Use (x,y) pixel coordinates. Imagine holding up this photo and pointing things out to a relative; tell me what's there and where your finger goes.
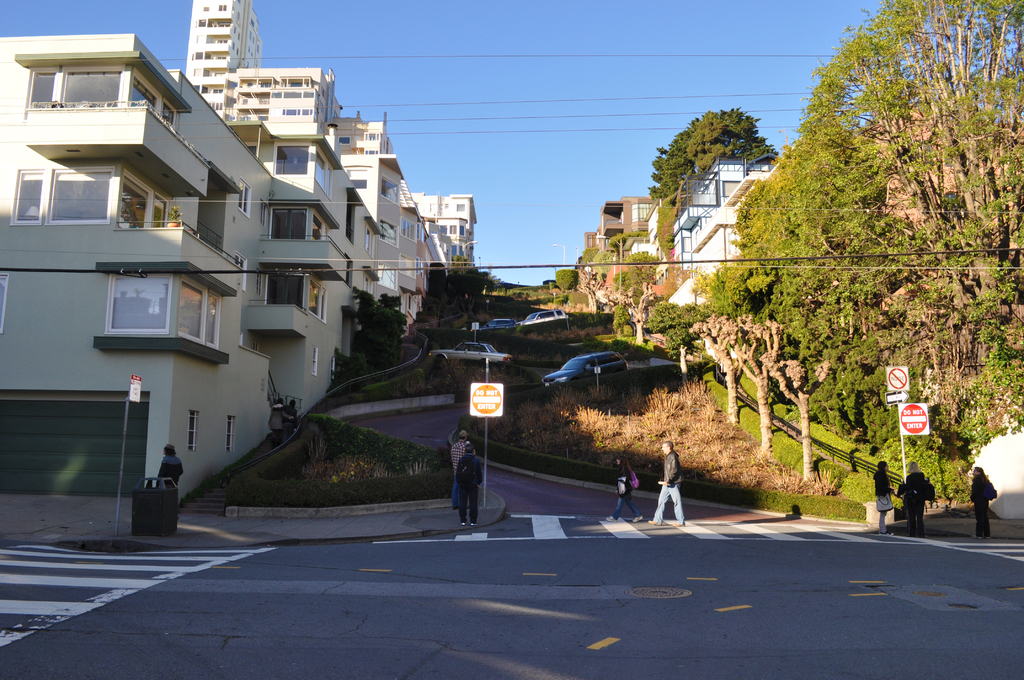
In this picture we can see vehicles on a curved street-road (448,410) surrounded by grass (343,473), trees (818,252) and houses (220,242).
